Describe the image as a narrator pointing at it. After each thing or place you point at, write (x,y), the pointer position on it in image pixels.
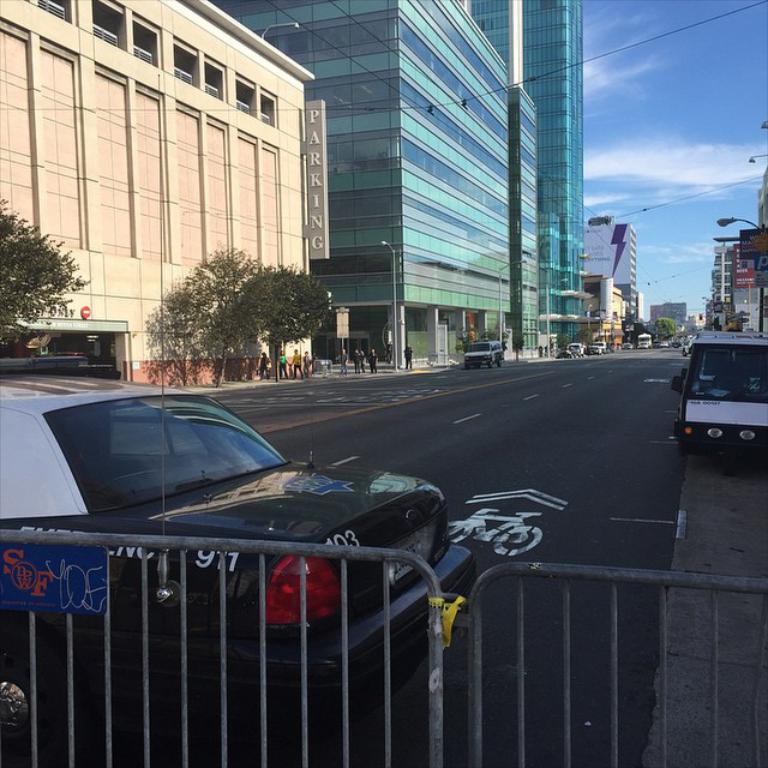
This is the street view of a city (350,501), in this image there are a few cars (254,495) parked on the road (390,447) and there are a few people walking on the pavement (320,376) and there are buildings (359,263), in front of the buildings (347,213) there are lamp posts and trees (246,313).
